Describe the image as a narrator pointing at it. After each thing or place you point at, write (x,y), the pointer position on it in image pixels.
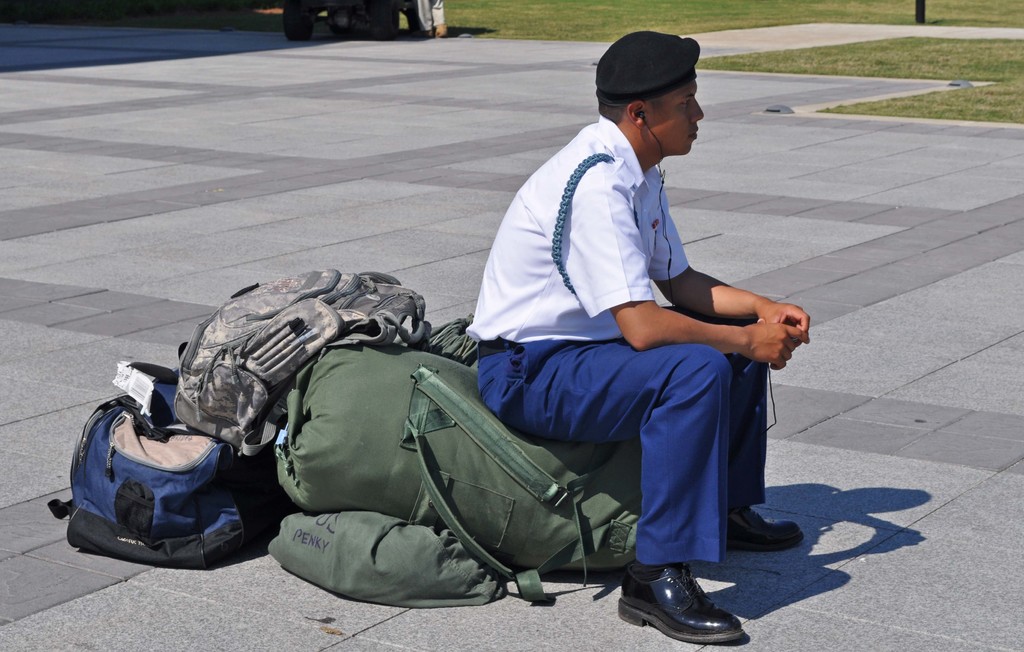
Person (597,283) sitting on the bag (396,400), grass (932,69) is present in the right side (969,102).
